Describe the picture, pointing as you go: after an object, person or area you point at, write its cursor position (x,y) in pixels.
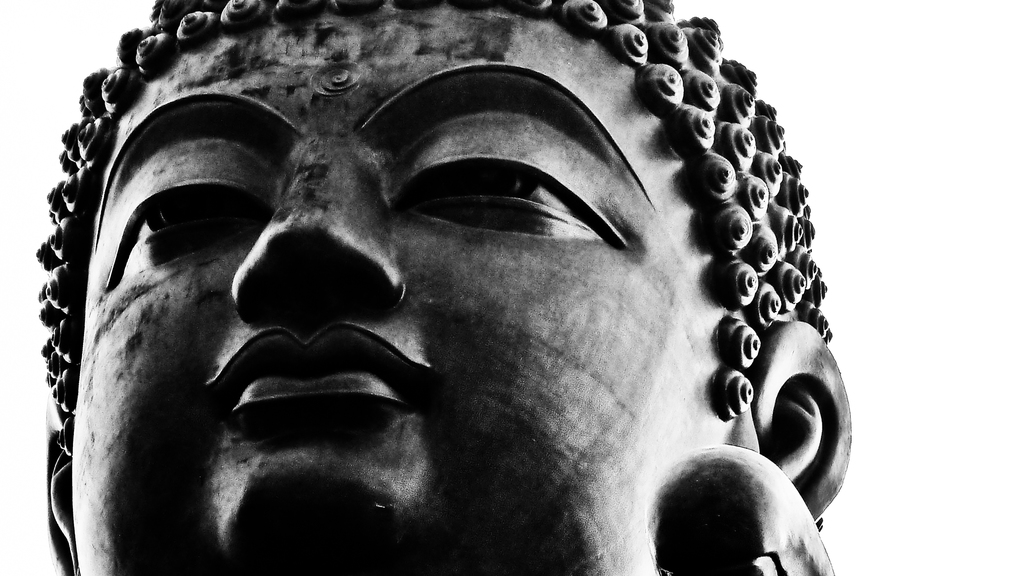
In this image we can see a sculpture (429,249) and a white background (72,62).
